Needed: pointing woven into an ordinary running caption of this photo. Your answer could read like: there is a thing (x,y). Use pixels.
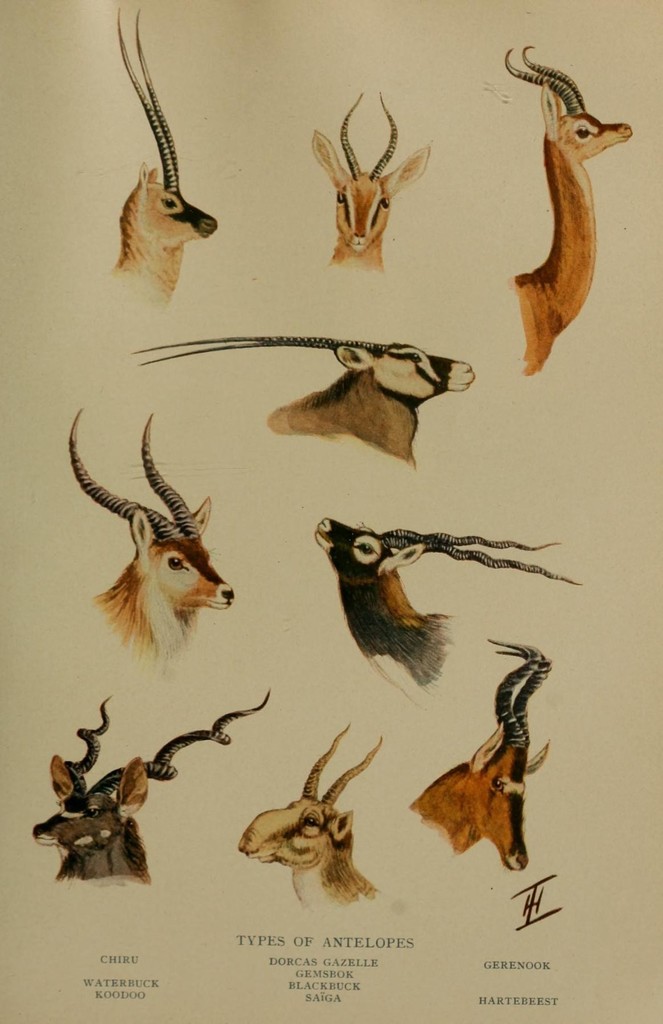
In this image we can see a paper (215,933) and on the paper (392,726) we can see the different types of antelopes (372,589). At the bottom (120,992) we can see the text (357,978).
